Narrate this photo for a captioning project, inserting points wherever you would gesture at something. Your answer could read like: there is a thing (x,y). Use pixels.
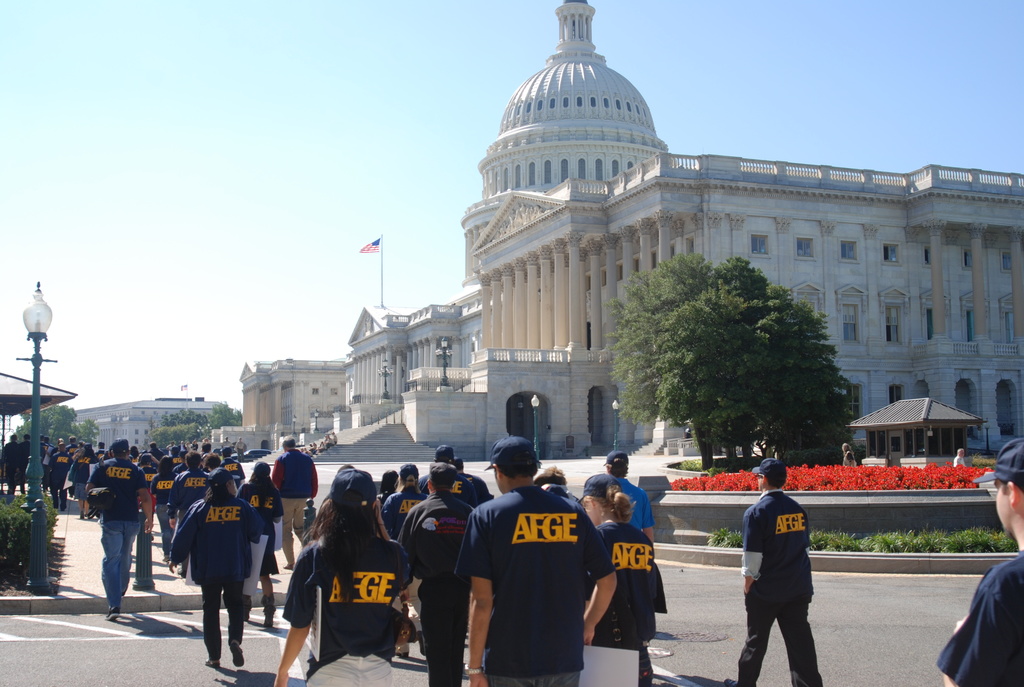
In the image there are many people (631,567) in navy blue t-shirts (534,644) and caps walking on the road (142,629), it seems to be a rally, on the right side (821,184) there is a palace (597,389) with trees (710,404) in front of it and above its sky (462,84).
